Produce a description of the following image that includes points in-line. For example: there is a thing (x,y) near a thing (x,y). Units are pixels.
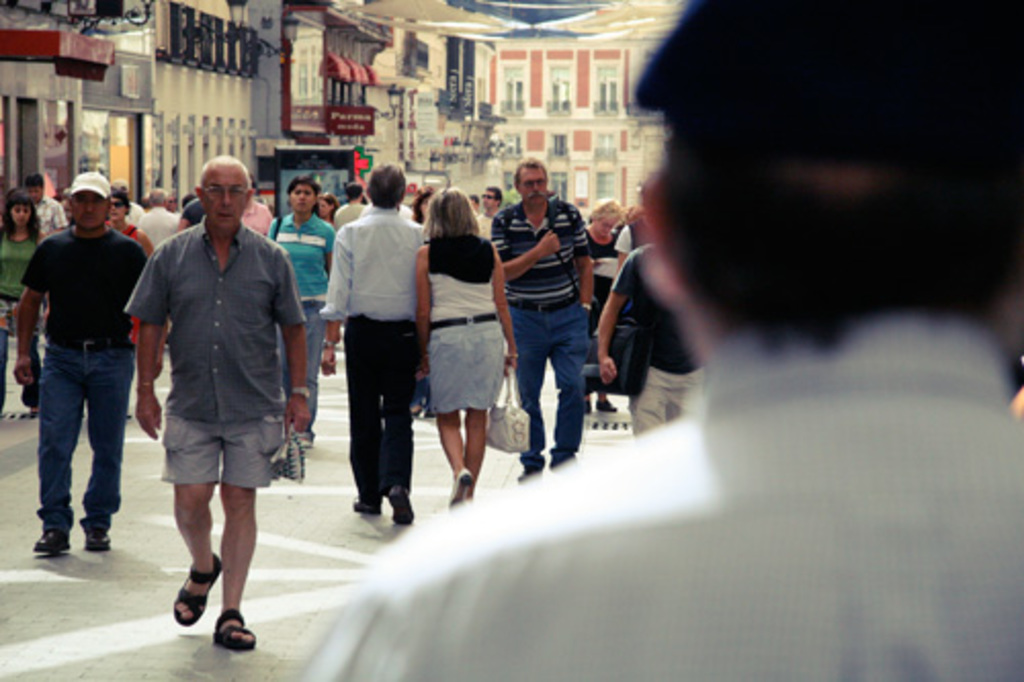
In this image in front (911,227) there is a person (807,245). In front of him there are a few people (290,309) walking on the road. In the background of the image (276,143) there are buildings (539,75), lights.
